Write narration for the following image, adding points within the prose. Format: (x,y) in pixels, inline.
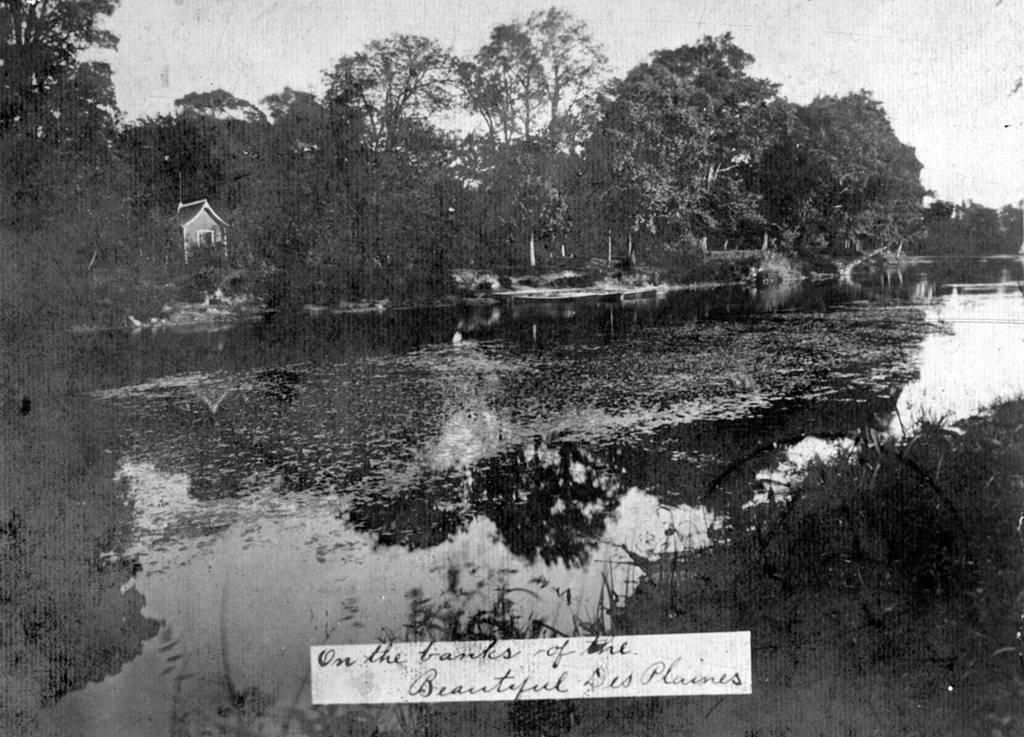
This is a black and white picture. I can see water (398,483), there is a house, there are plants (914,469), trees (718,162), and in the background (749,20) there is sky (945,51) and there are letters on the image.
